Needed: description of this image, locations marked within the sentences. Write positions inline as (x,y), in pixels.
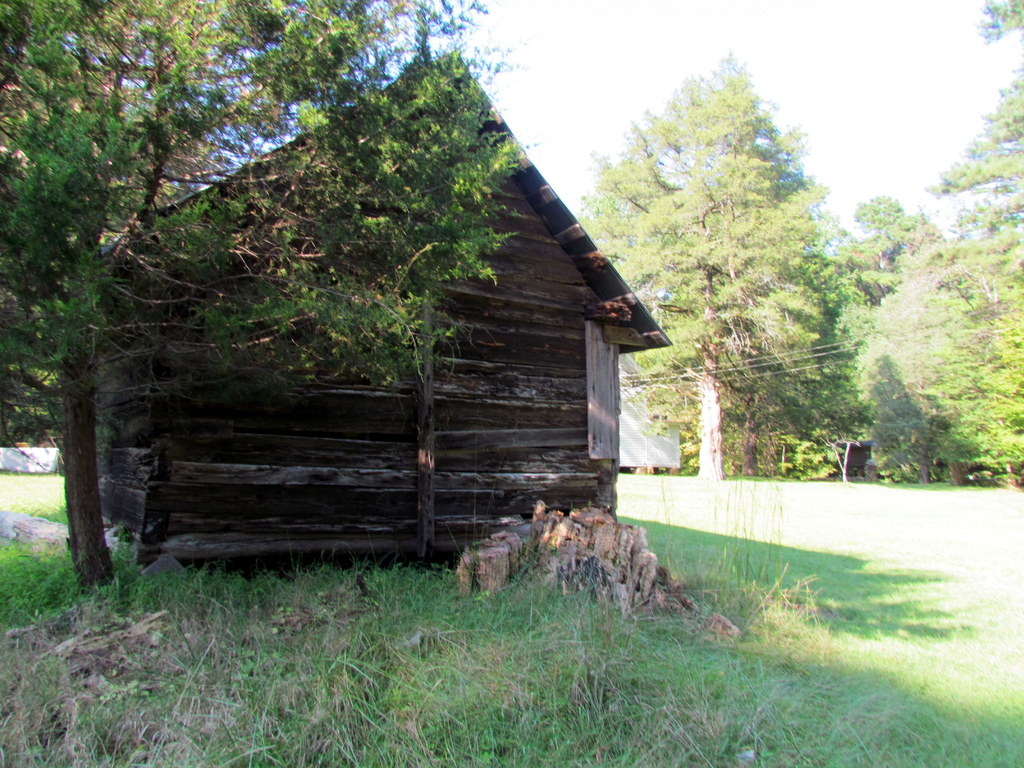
In this image there is grass (867,724), trees (741,281), house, and in the background (618,122) there is sky (507,106).
